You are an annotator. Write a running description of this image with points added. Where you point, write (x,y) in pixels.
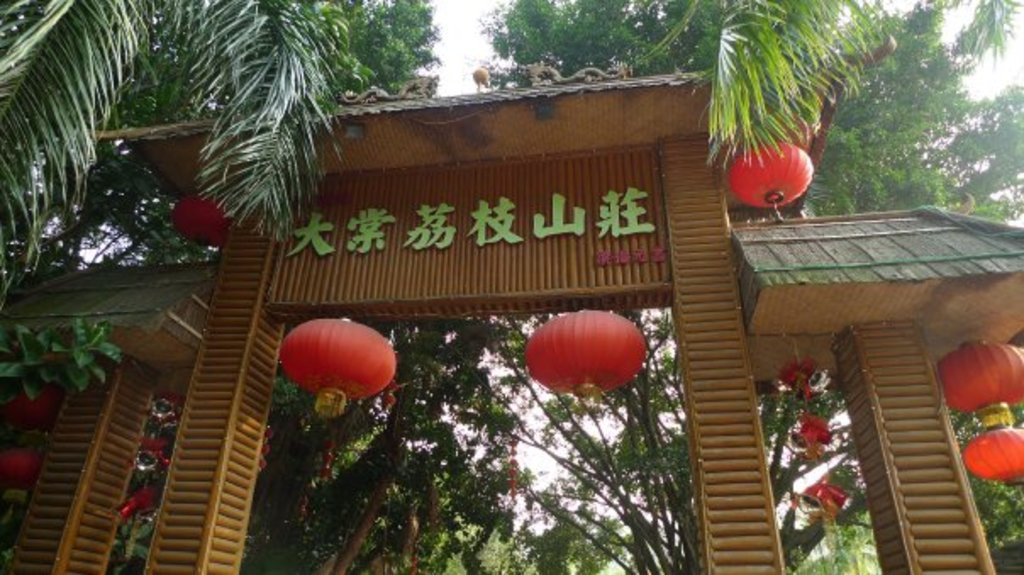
In this image we can see an arch (693,377) with some lights (638,359). On the backside (658,326) we can see a group of trees (233,98) and the sky (435,0).
